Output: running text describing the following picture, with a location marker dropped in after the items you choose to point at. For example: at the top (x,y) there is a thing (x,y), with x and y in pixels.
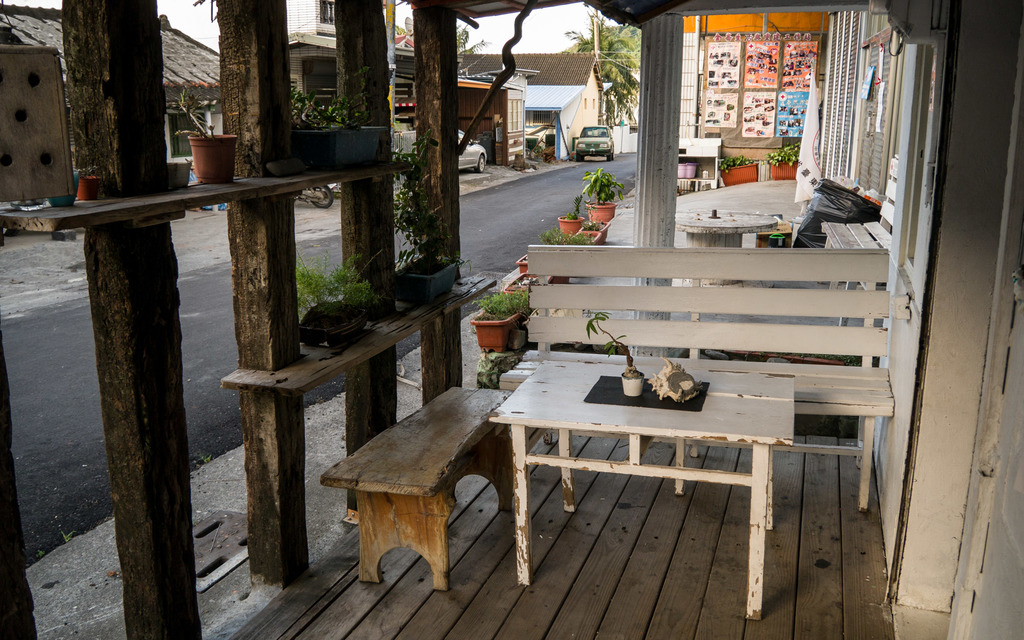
In this image we can see plants (594,184) in the pots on the stands (166,284) and on the platform (402,401). There are benches (425,421) on the floor (596,494) at the table (724,419) and there is a plants (614,344) and an object (673,396) on the table (711,403). In the background (840,177) there are houses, road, vehicles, poles (133,241), trees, posters (752,124) on the wall (757,146) and board (742,112), objects (881,67), windows (910,82) and sky (179,23).
